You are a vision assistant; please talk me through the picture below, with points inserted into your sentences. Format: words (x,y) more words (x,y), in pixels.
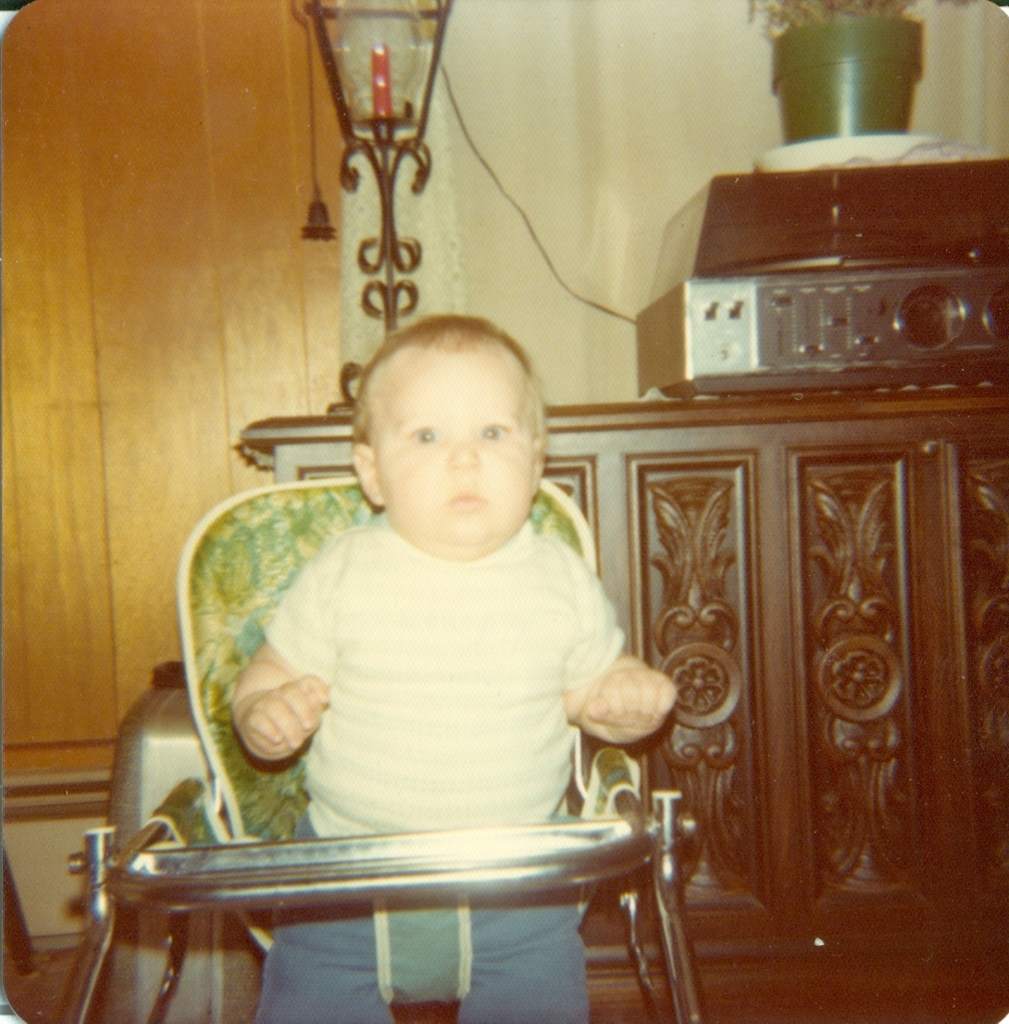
In this image there is a kid (415,667) wearing white color dress (389,711) sitting in a seat (531,840) and at the background of the image (358,247) there is a lamp (398,67).
